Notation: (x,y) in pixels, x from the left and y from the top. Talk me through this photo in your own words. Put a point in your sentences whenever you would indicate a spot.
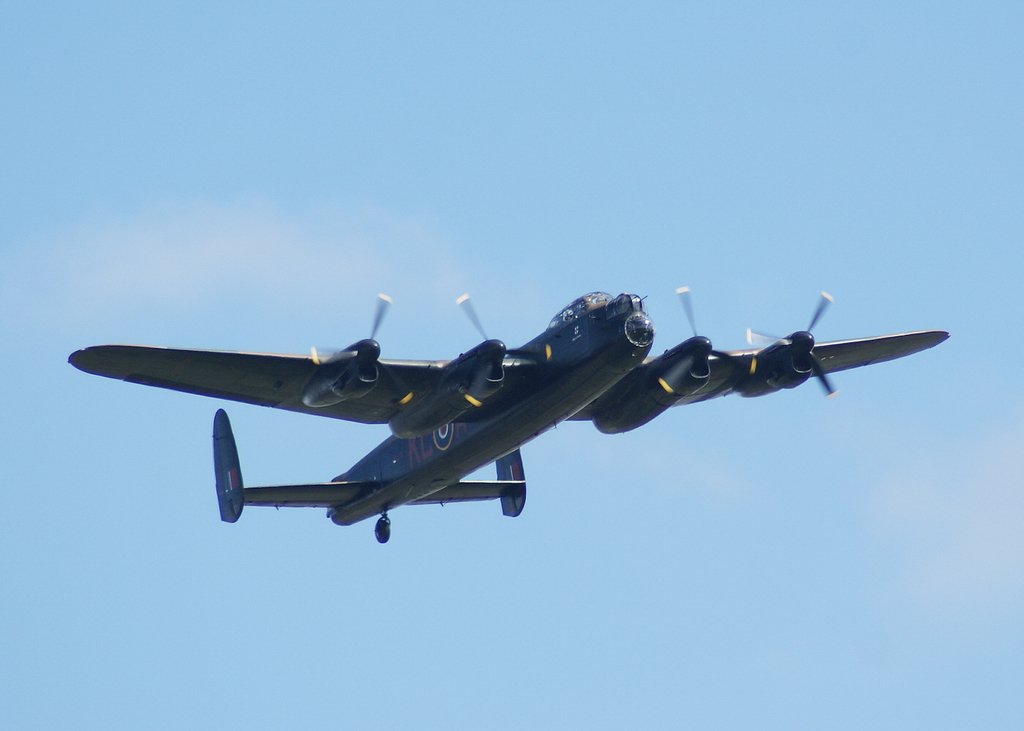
In this image an airplane (573,401) flying in the sky (532,455).
